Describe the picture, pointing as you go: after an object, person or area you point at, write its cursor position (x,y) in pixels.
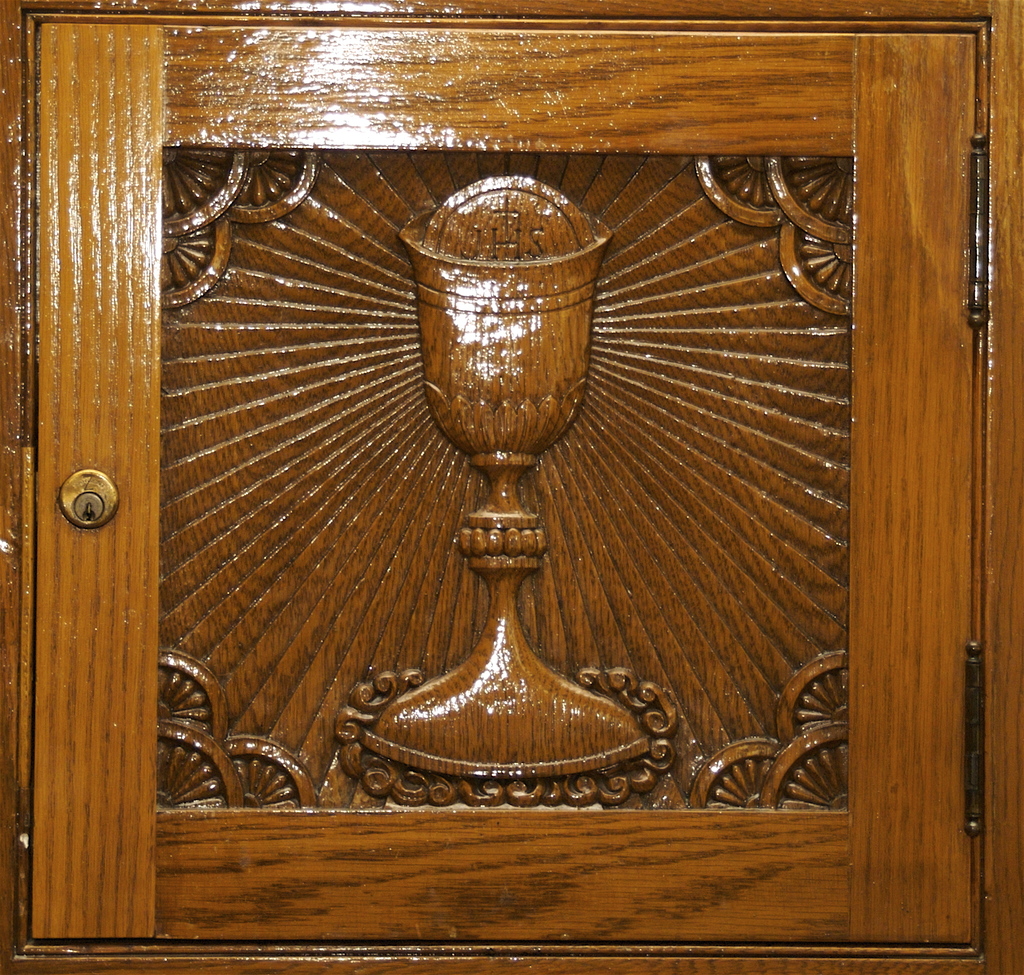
It's a wooden (625,555) door which is carved.
